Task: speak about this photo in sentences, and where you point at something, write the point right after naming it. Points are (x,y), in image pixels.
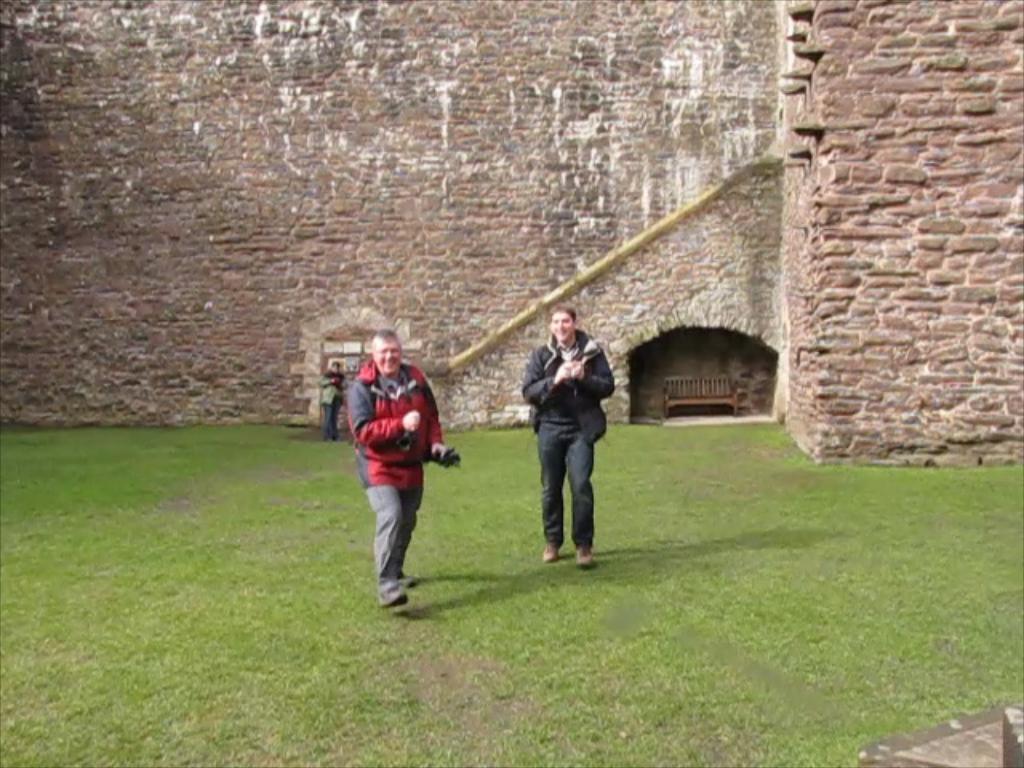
In this image, there are three people (406,464) standing on the grass (628,687). In the background (279,145), I can see a wall (743,363) and a wooden bench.
